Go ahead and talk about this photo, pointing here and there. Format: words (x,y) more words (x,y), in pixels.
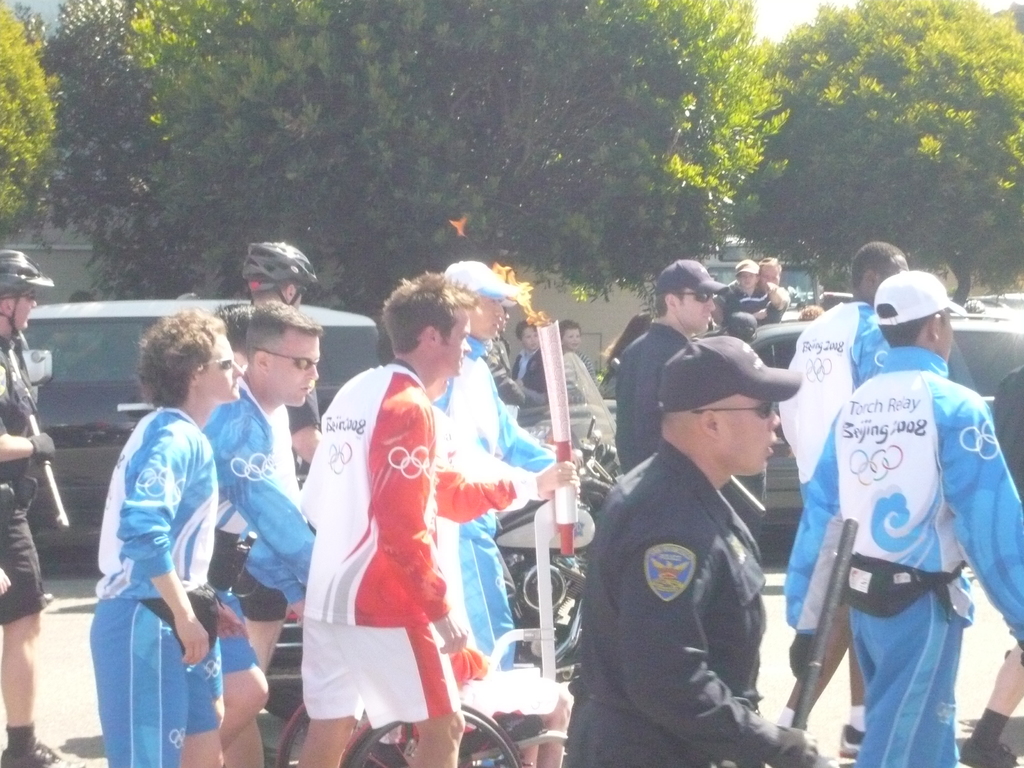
In this picture, we see many people (673,294) walking on the road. We even see men (313,423) in black t-shirt (296,412) who is wearing a black helmet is walking Behind that, we see a vehicle (104,367) in black color. There are many trees (552,149) and vehicles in the background (306,215). It is a sunny day and this picture might be clicked outside the city.
